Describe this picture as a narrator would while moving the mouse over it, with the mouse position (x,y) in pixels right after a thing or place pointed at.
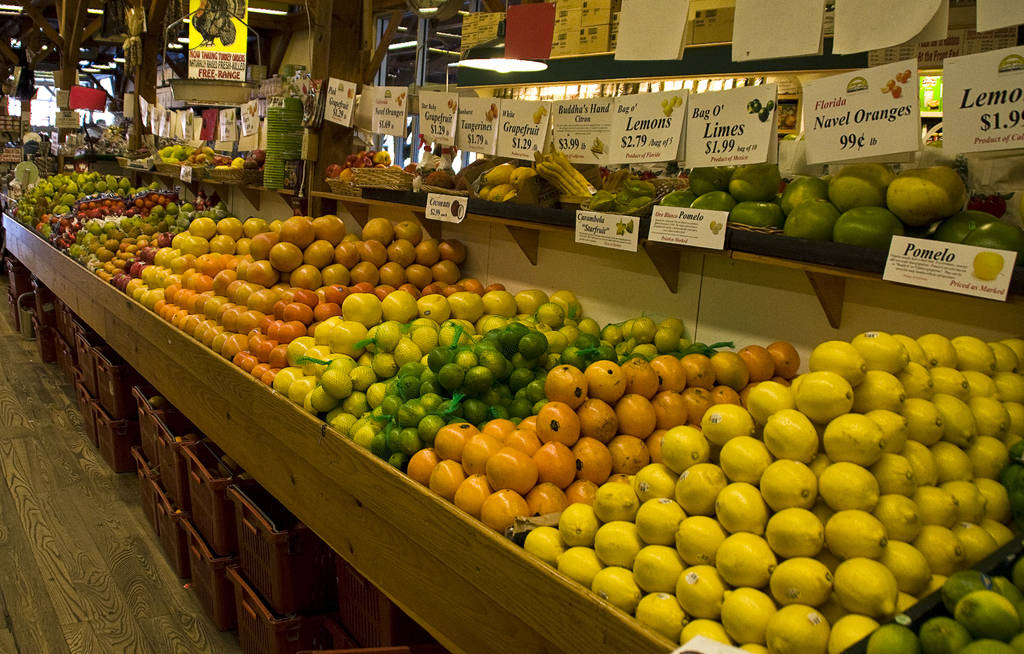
In this image we can see many fruits (679,328) are kept on the wooden shelf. Here we can see baskets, price tags (567,129) and ceiling lights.
